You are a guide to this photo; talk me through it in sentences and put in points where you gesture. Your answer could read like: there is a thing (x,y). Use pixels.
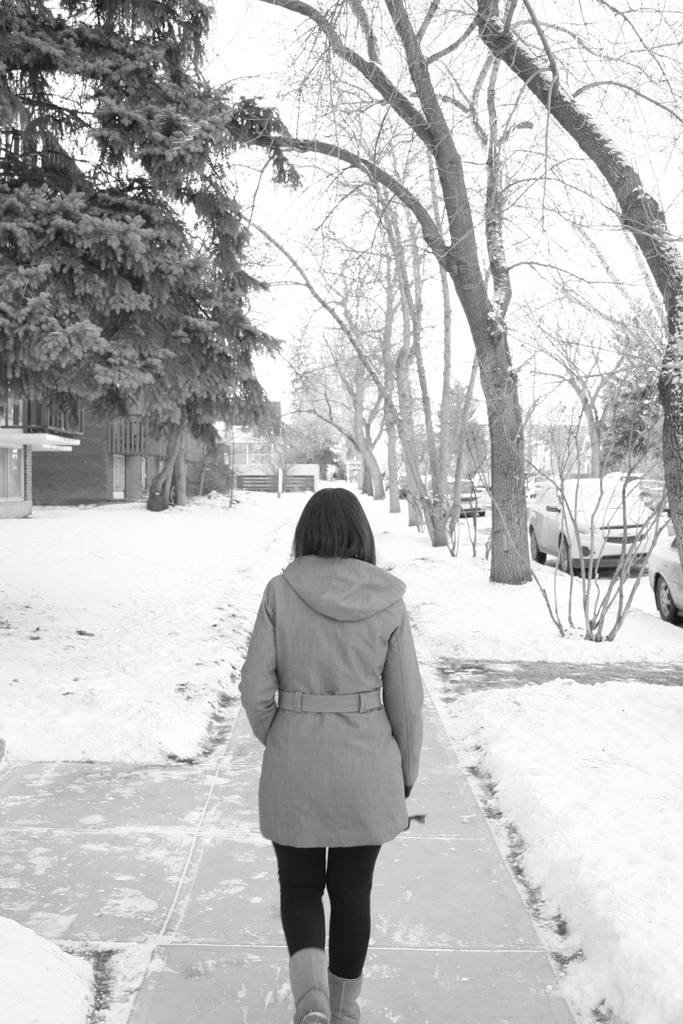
This image is taken outdoors. At the bottom of the image (464,891) there is a sidewalk (202,875) and a ground (138,705) with snow (226,670) on it. In the middle of the image (402,604) a woman (384,715) is walking on the sidewalk (245,1016). On the right side of the image (670,548) a few cars (673,580) are parked on the ground (677,629). On the left side of the image (146,478) there are a few houses (83,462). In the background (385,334) there are many trees (419,302) and plants (600,639) covered with snow (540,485).
